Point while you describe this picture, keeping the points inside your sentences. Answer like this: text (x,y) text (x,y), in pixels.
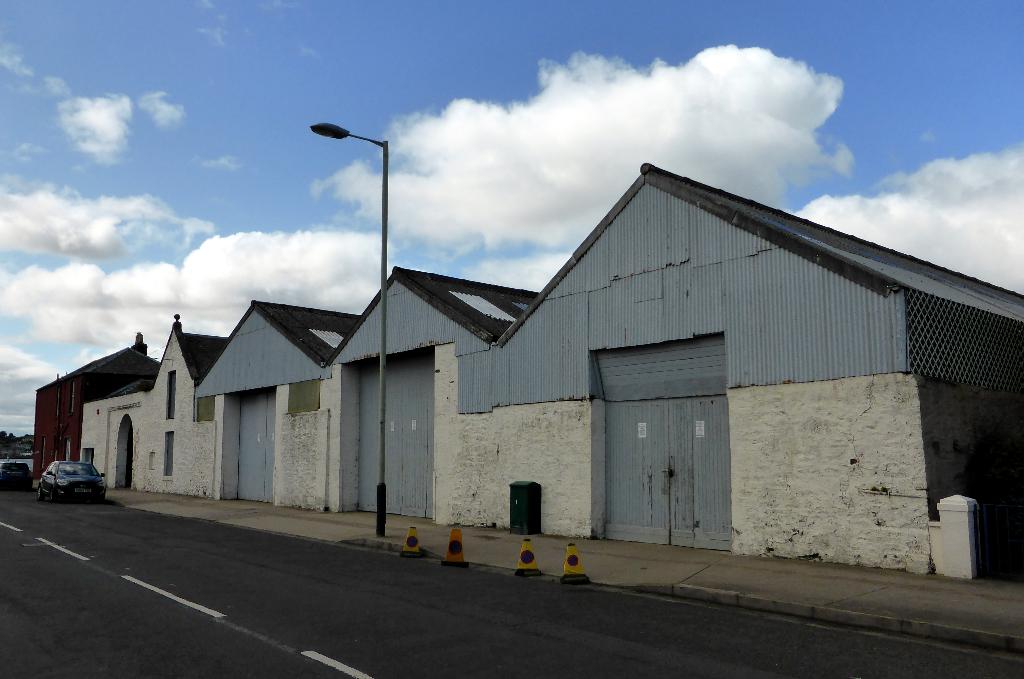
In the background (114,296) we can see the clouds (32,407) in the sky (19,348). In this picture we can see houses (1015,347), rooftops (950,281), street light (325,131), vehicles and objects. We can see traffic cones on the road (414,627).
